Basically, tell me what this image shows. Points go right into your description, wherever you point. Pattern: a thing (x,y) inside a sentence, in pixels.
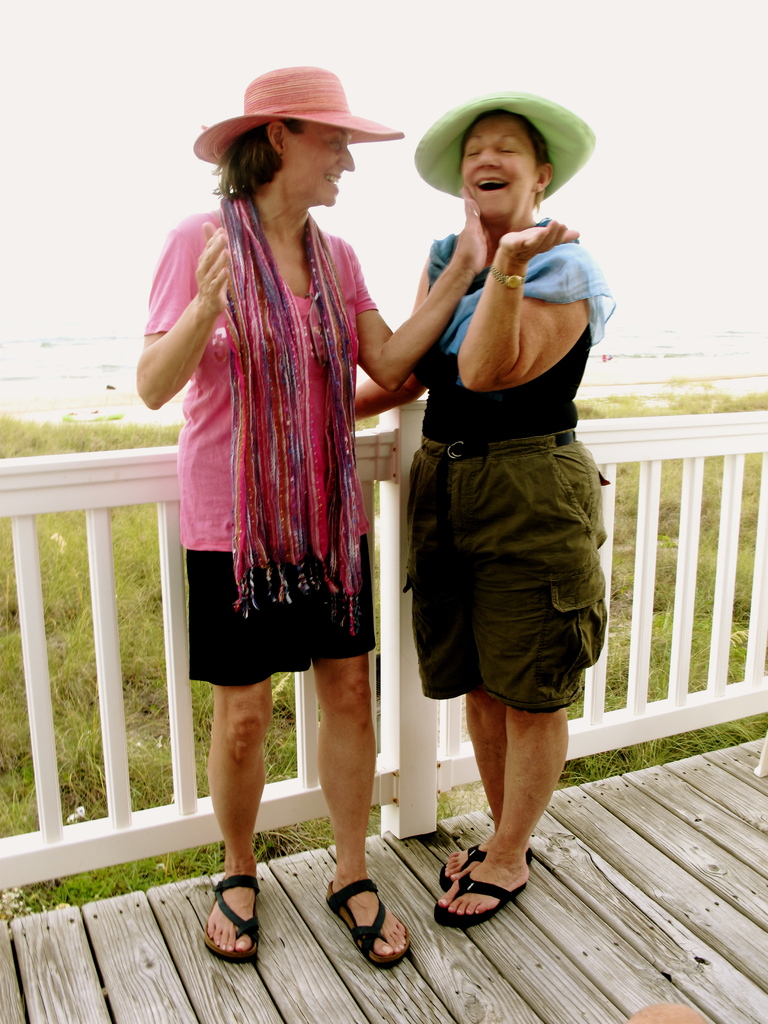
In the center of the image (306,477) we can see two persons (340,695) are standing on the wooden object (687,945). And we can see they are smiling and they are wearing hats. At the bottom right of the image (650,1022), we can see some object (640,1018). In the background (653,752), we can see the sky (747,190), grass (698,401) and a fence (731,420).
